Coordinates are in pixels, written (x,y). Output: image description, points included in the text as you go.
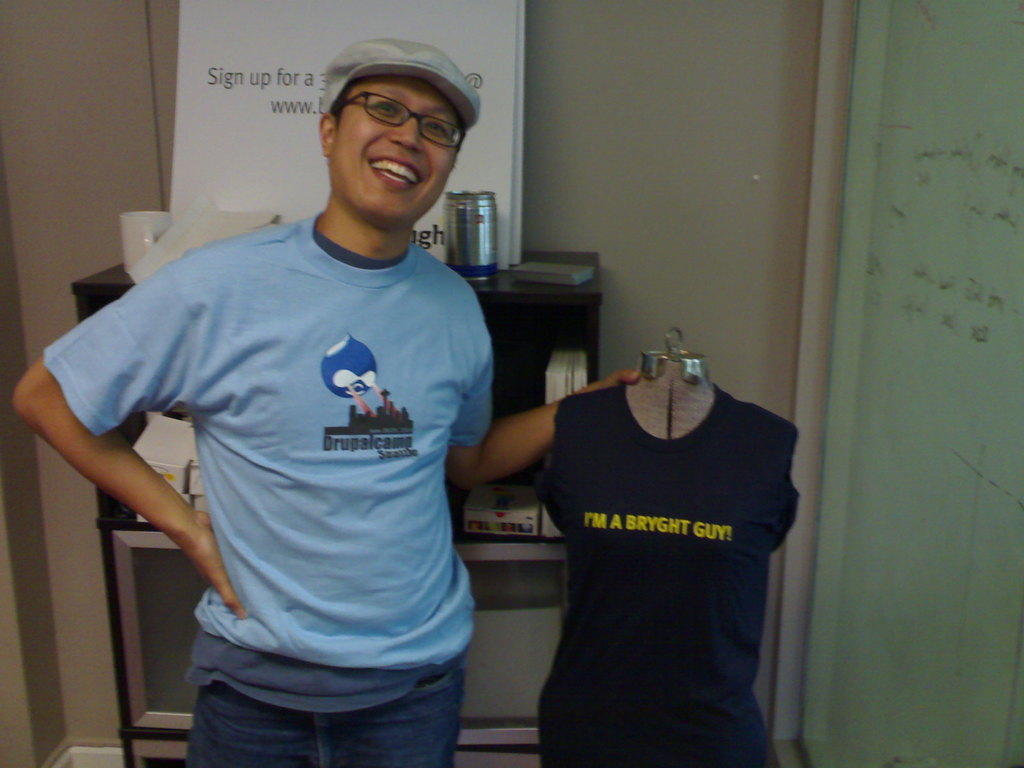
In the picture we can see a man (250,638) standing on the floor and he is with blue T-shirt (406,547) and smiling and he is holding a hanger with black T-shirt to it and written on it as I am a bright guy and in the background (104,631), we can see a wall (89,631) and a rack (161,638) on the top of it, we can see a steel jar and a white color board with some information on it and inside the wall (530,232) we can see another wall (1014,144) which is light green in color with some information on it.
